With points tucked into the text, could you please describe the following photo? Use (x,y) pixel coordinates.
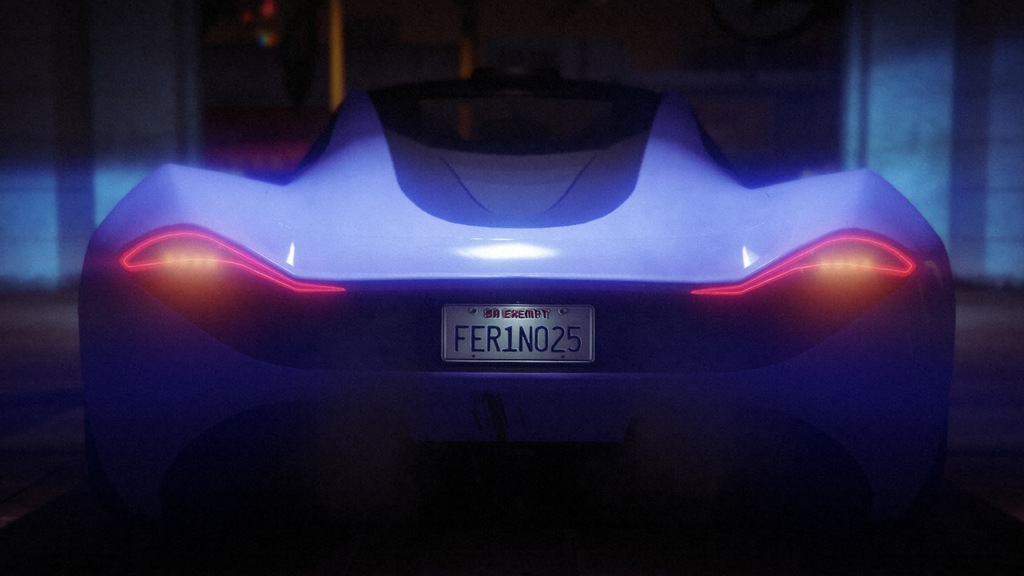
In this image I can see blue colour car (477,265) and here I can see something is written. I can also see this image is little bit in dark.
